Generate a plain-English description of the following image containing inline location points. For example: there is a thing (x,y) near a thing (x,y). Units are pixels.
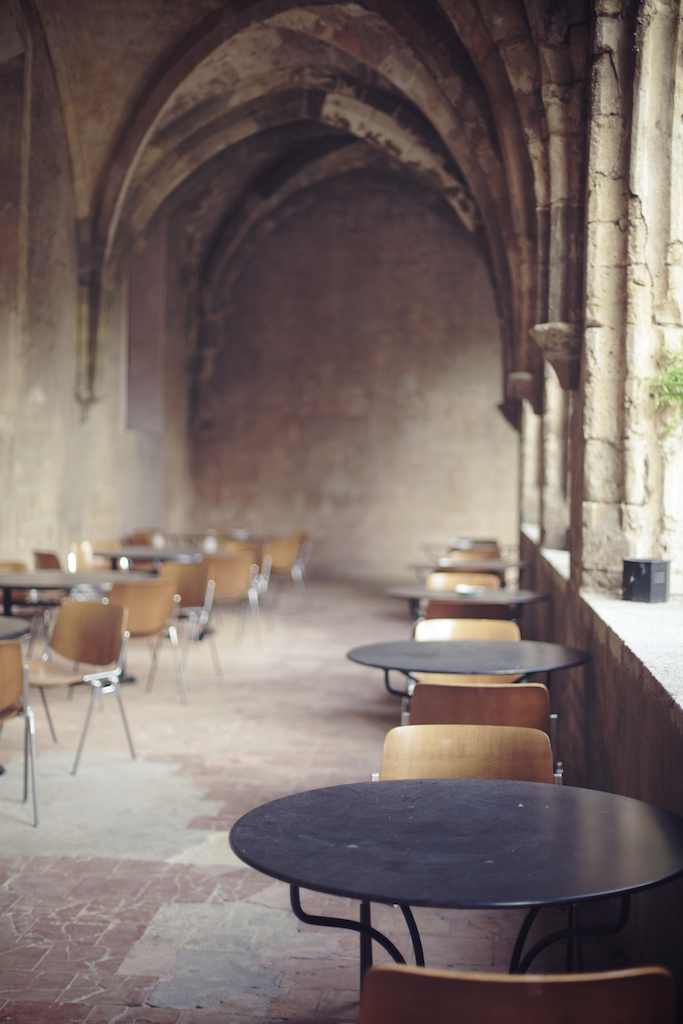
In this image on the right side (464,823) and left side (6,665) there are some tables (430,874), and chairs (178,580) and also i can see some pillars (643,288) and wall (170,349). At the bottom (189,773) there is walkway (215,724).
